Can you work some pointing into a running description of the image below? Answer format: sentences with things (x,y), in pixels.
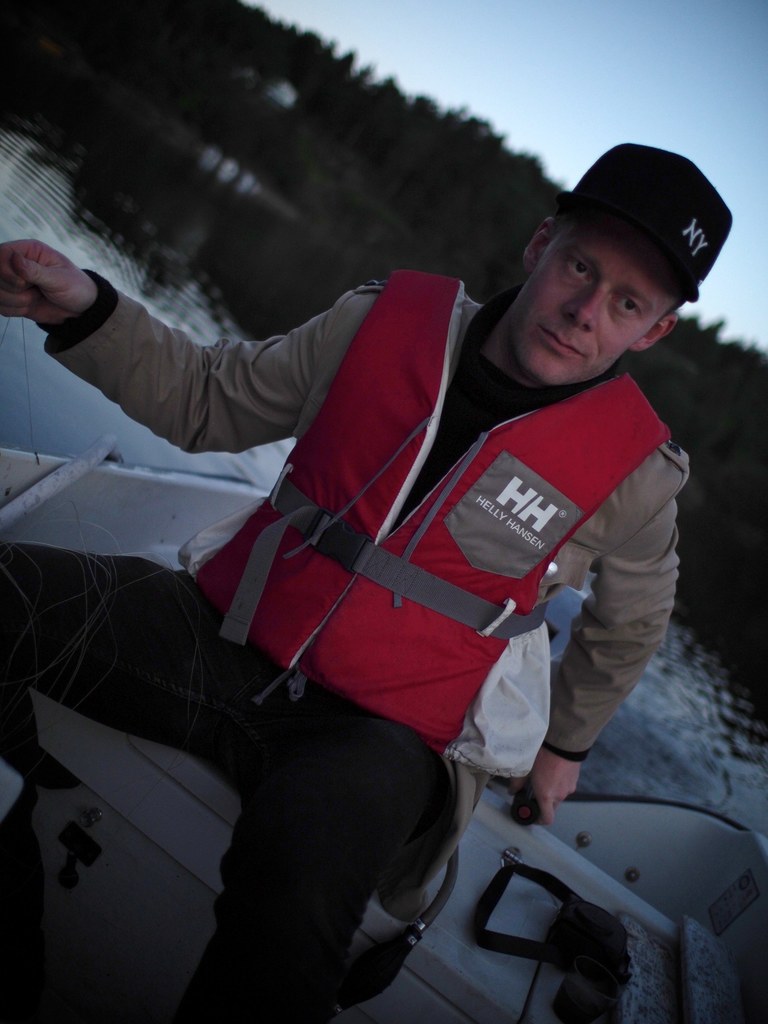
Here I can see a man (370,447) wearing a jacket (311,506) and sitting on the boat (81,928). In the background (109,249) I can see the water (109,249) and many trees (327,96). At the top of the image (588,66) I can see the sky (527,64).
